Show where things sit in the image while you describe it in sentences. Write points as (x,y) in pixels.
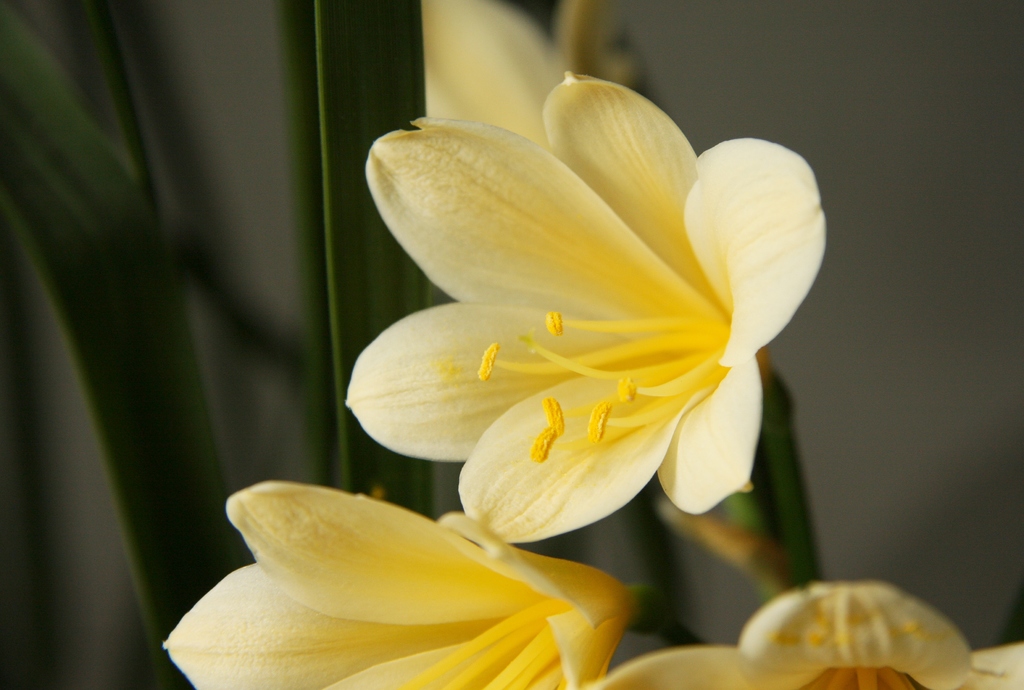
In this picture I can observe yellow color flowers (546,443) in the middle of the picture (655,327). The background (929,392) is completely blurred.
